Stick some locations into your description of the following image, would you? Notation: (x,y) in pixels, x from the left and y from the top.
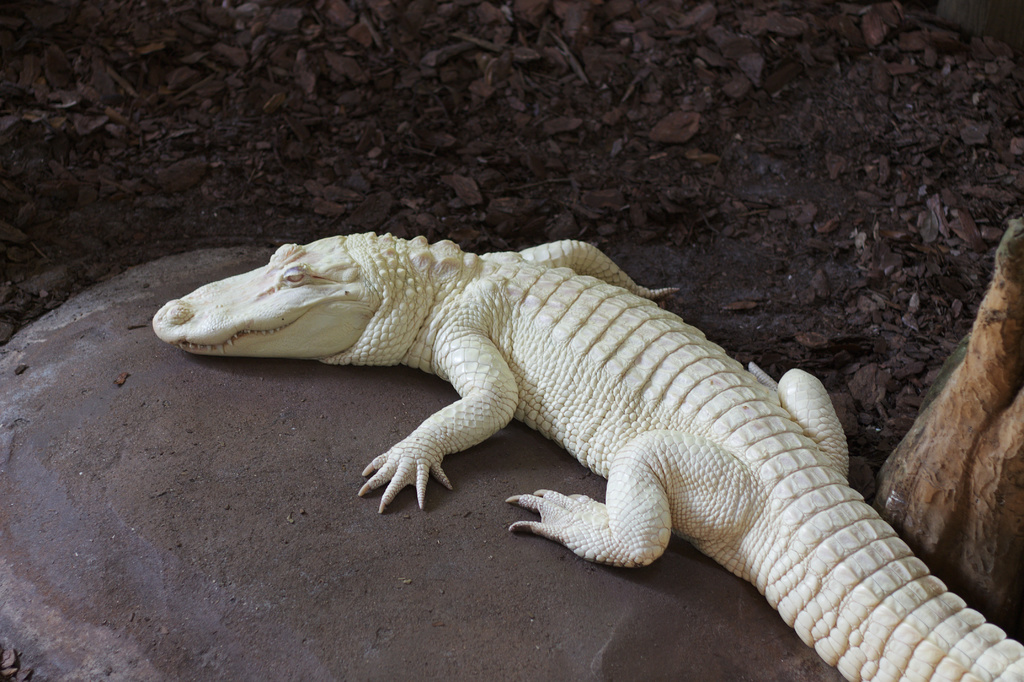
In the center of the image (347,404) we can see one stone (434,389). On the stone (408,390), we can see one crocodile (684,467), which is in white color. In the background (961,302) there is a wood (971,413), dry leaves (280,61) and a few other objects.
